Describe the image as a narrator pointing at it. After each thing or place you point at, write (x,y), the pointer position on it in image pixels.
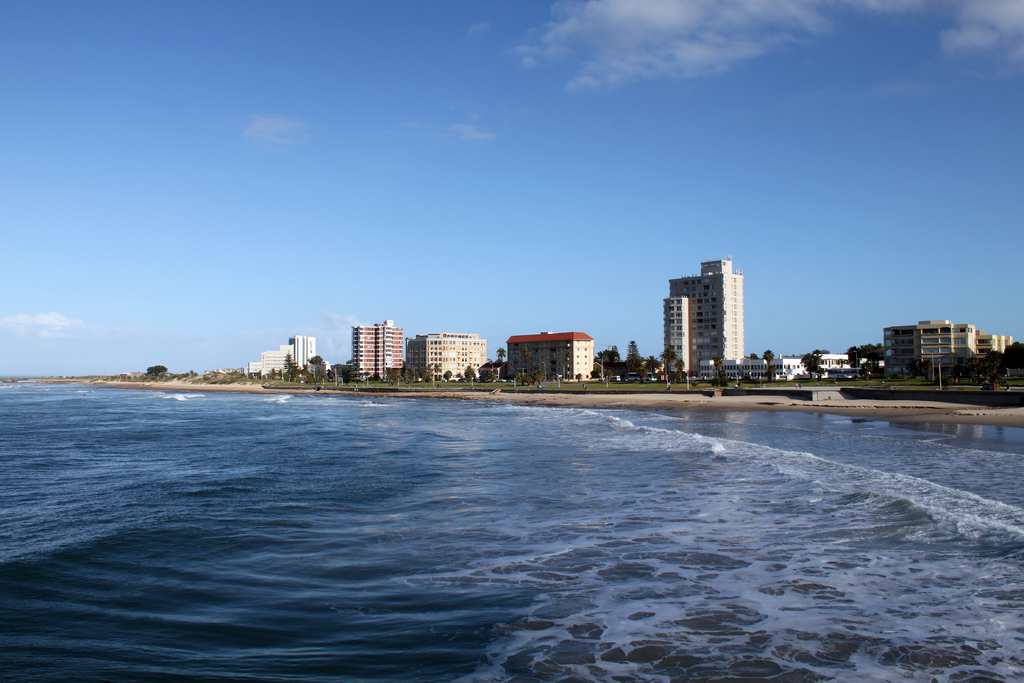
In the picture we can see the water (469,565), which is blue in color and far away from it, we can see a sand surface (253,386) and behind it, we can see a grass surface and on it we can see trees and behind it, we can see some buildings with windows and many floors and behind it we can see a sky (566,127) with clouds (811,15).
